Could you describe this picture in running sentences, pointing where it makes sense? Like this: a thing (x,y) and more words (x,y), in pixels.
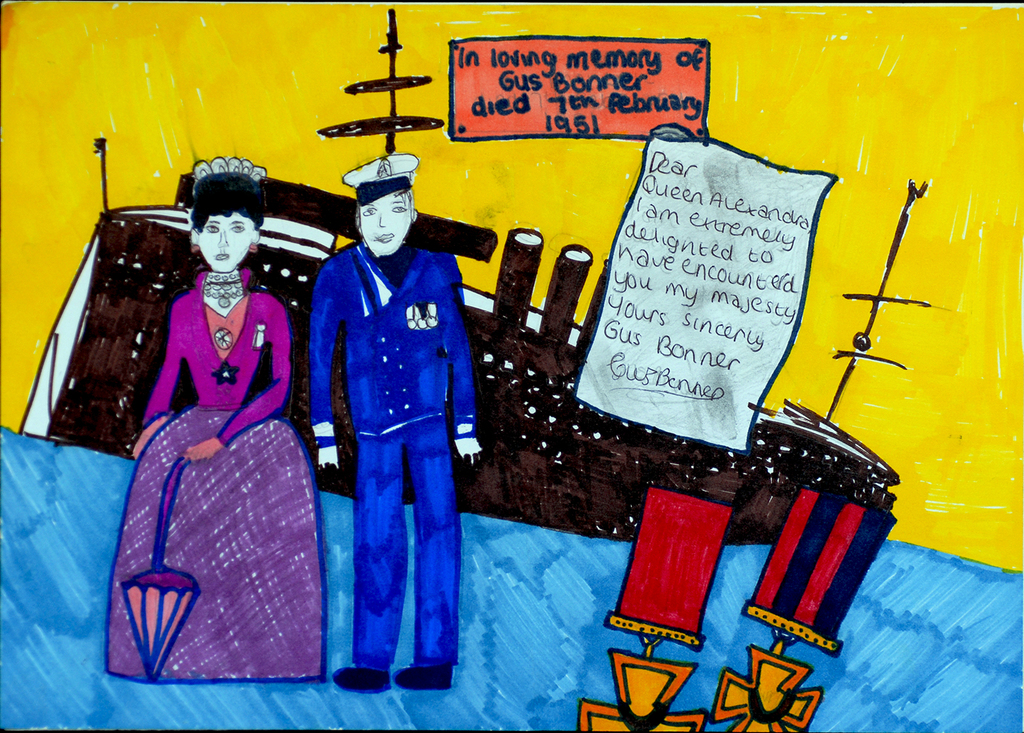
In this image I can see two people (461,331) are standing. Back I can see the boat (749,524), something is written on the papers (678,96) and color objects (812,564). I can see a blue and yellow background (579,675).
